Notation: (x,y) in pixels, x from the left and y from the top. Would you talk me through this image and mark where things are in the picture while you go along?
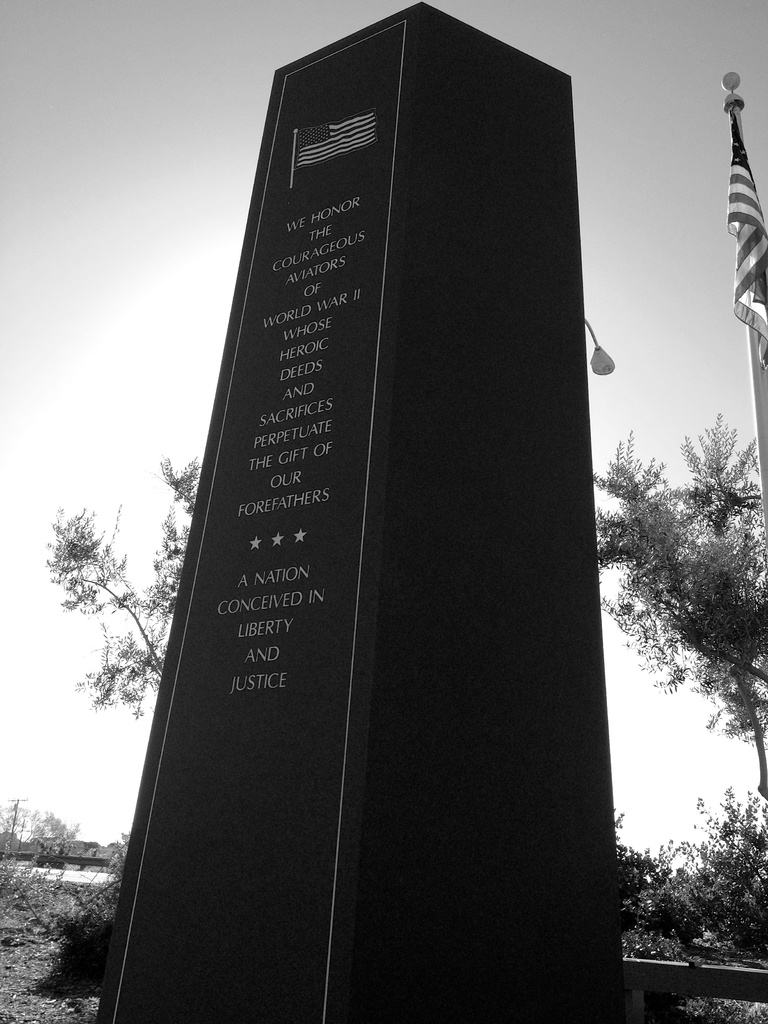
This is a black and white image. In this image I can see a memorial (320,704) on which there is some text (274,650). In the background (722,588) there are plants (692,891) and trees (697,537). On the right side (753,295) there is a flag (744,223). At the top of the image (126,130) I can see the sky (89,123).
